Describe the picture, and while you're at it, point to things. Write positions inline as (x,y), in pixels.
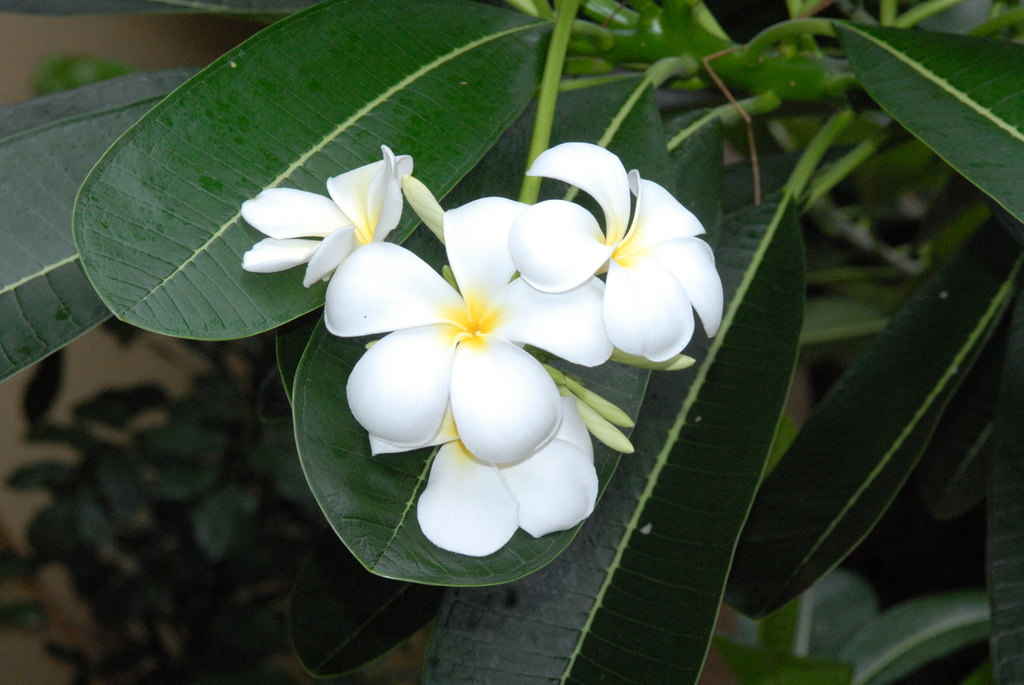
In this picture we can see flowers (488,492), leaves (635,455) and in the background (75,403) we can see the wall (139,29).
